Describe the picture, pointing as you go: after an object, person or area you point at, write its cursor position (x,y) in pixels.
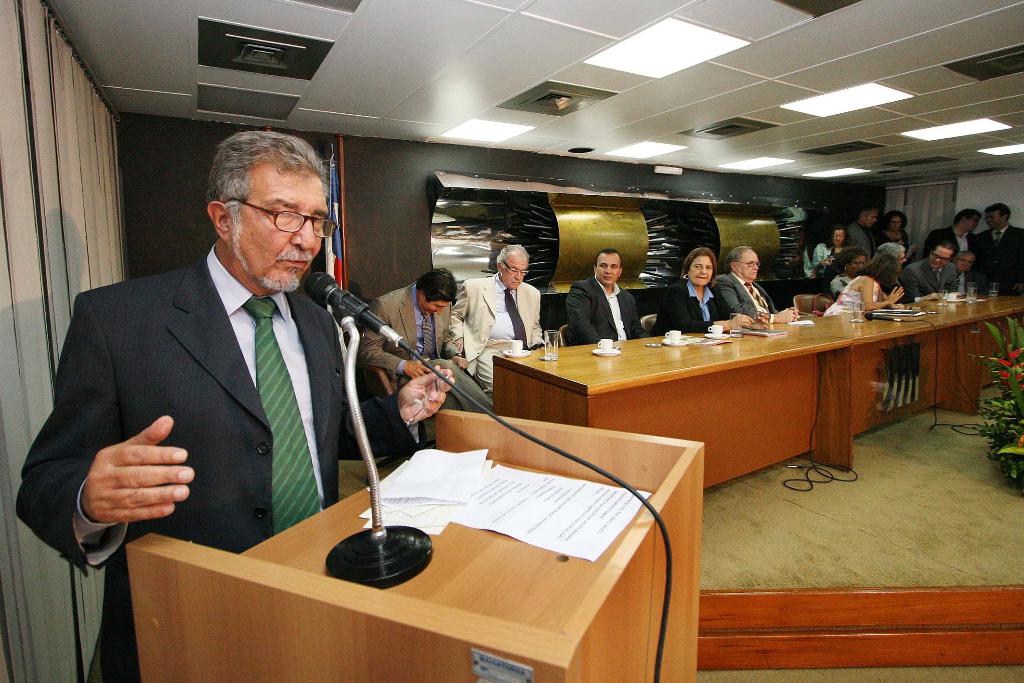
In this image I see a man (273,131) who is standing in front of a podium (302,674) and there are papers (600,489) and mic (383,326) on it. In the background (398,321) I see few more people (833,309) in which most of them are sitting on chairs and rest of them are standing. I can also see a table (837,348) in front of them on which there are cups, glasses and other things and I see a plant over here and lights (834,175) on the ceiling (789,166).
